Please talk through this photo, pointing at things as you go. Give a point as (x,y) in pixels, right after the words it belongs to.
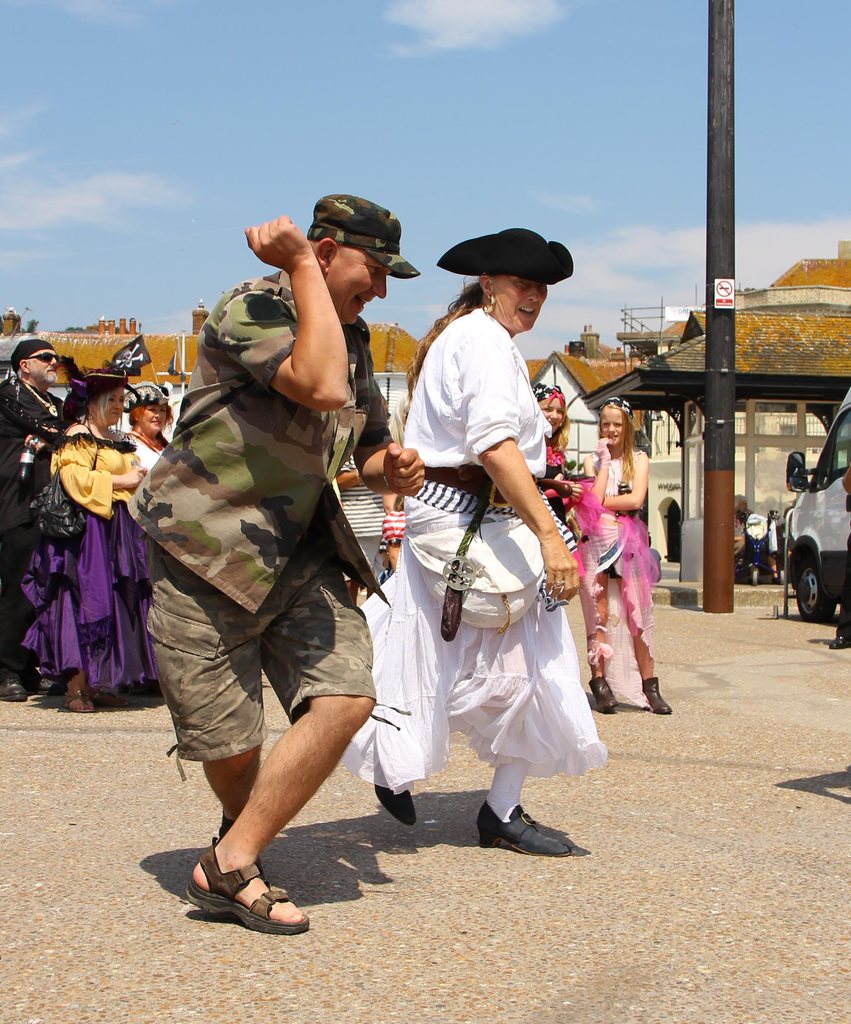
This image consists of few persons (376,615). In the front (376,615), there are two persons (378,673) dancing on the road (341,850). On the right (567,626), we can see a woman (503,756) wearing a white dress (473,643). At the top (531,126), there is sky (673,298). On the right (732,452), there is a pole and a vehicle (819,572).
